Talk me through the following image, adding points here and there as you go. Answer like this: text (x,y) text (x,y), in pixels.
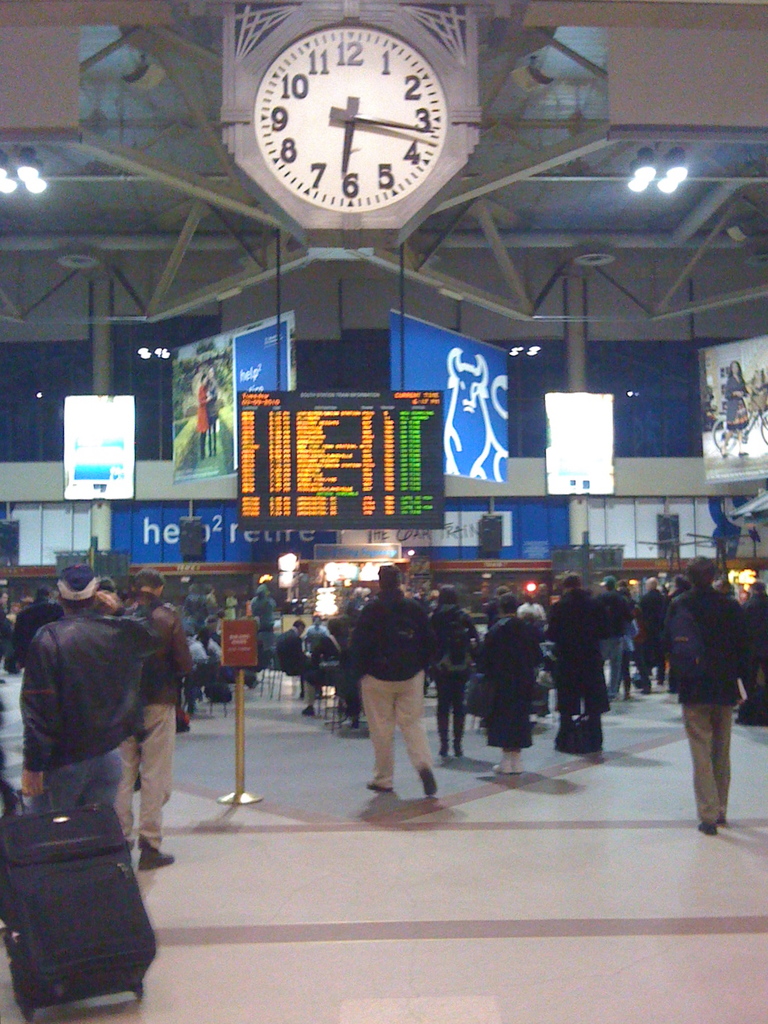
This picture describes about group of people (418,635), few are seated and few are standing, in the left side of the image (116,651) we can see a man (116,651), he is holding a bag (92,812) in his hand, on top of them we can find a clock (289,107), notice board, hoardings (116,448), metal rods (497,257) and lights (682,176).
